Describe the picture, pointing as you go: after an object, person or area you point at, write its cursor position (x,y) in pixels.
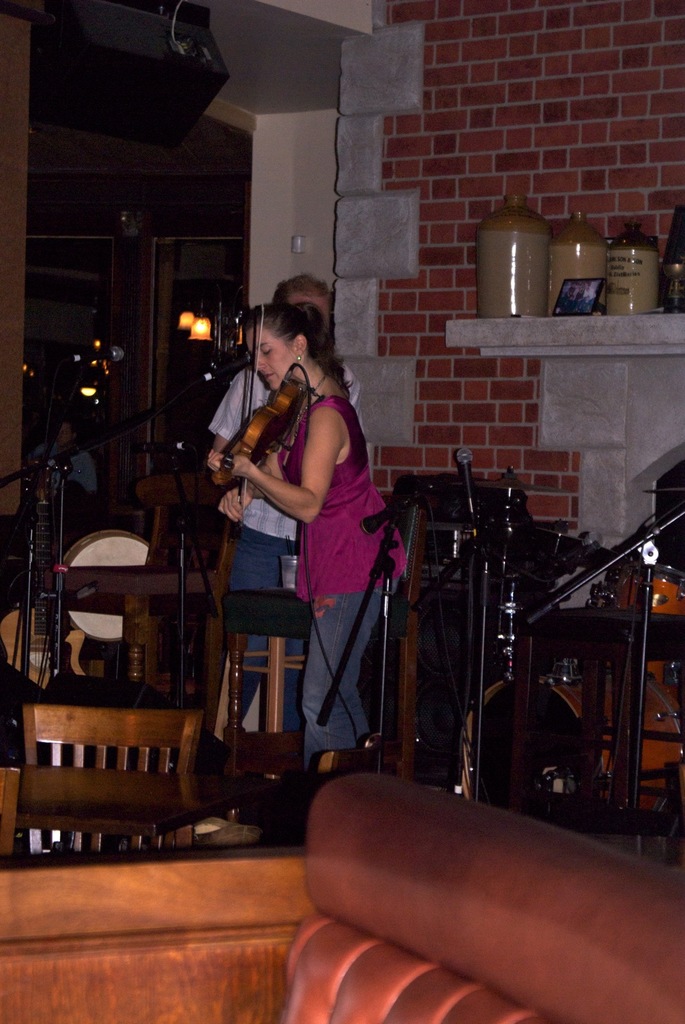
On the background of the picture (439,143) we can see a wall (556,133) with bricks (510,140) and here we can see few jar containers (637,291) and a photo frame (584,294). This is a light (208,330). Here we can see two persons (310,442) and one woman (319,548) is playing a violin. These are chairs (98,749). This is a mike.
